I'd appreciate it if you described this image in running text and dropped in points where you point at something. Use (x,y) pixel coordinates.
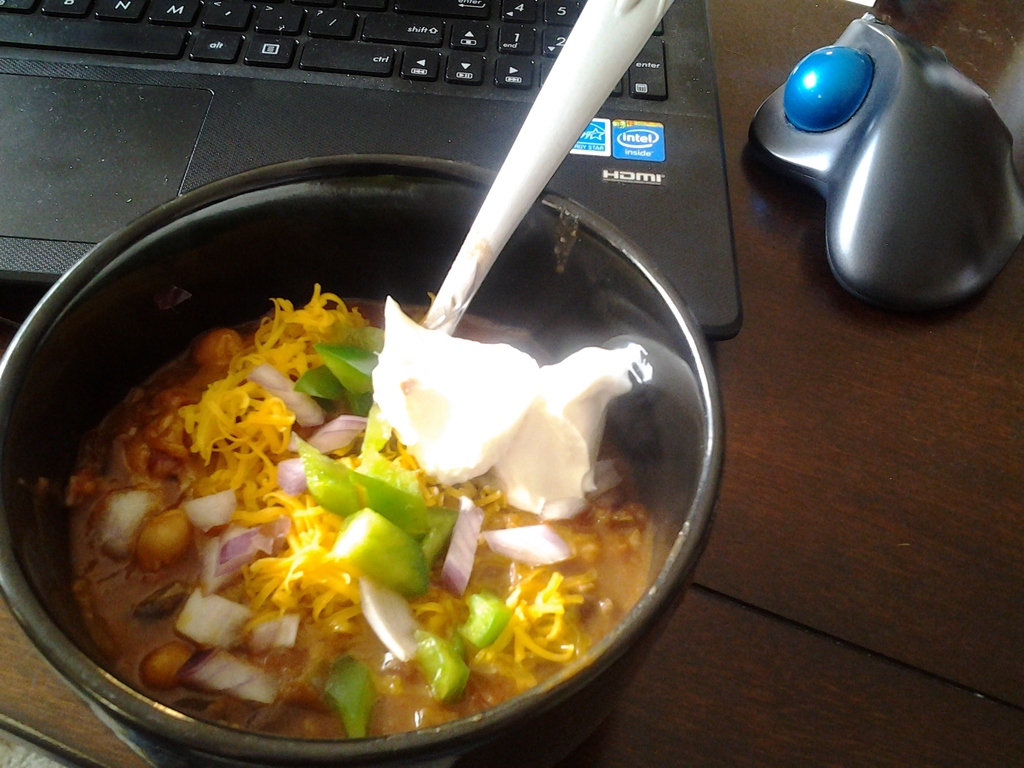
In this picture we can see a table (812,560), there is a bowl (663,595) and a laptop (701,289) present on the table (796,561), we can see some food (409,479) and a spoon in this bowl (652,613), there is something present on the right side (865,153).
